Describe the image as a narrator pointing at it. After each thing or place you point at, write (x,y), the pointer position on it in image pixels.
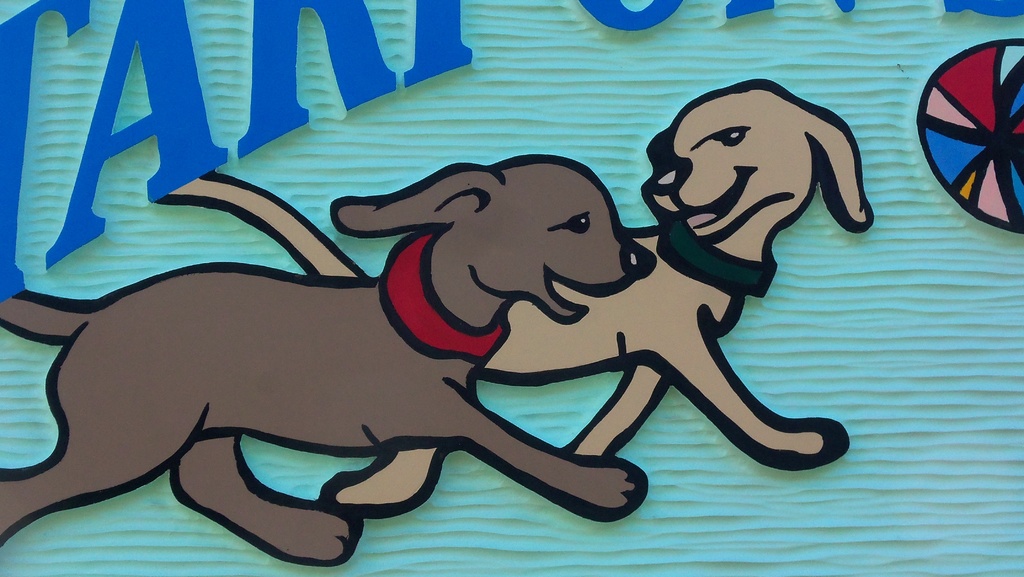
In this picture we can see two dogs (482,373) which are in brown and cream color. We can see these dogs (556,282) are looking each other. There is a blue background (378,155). We can see a colorful object (1022,52) on the right side (992,214).
